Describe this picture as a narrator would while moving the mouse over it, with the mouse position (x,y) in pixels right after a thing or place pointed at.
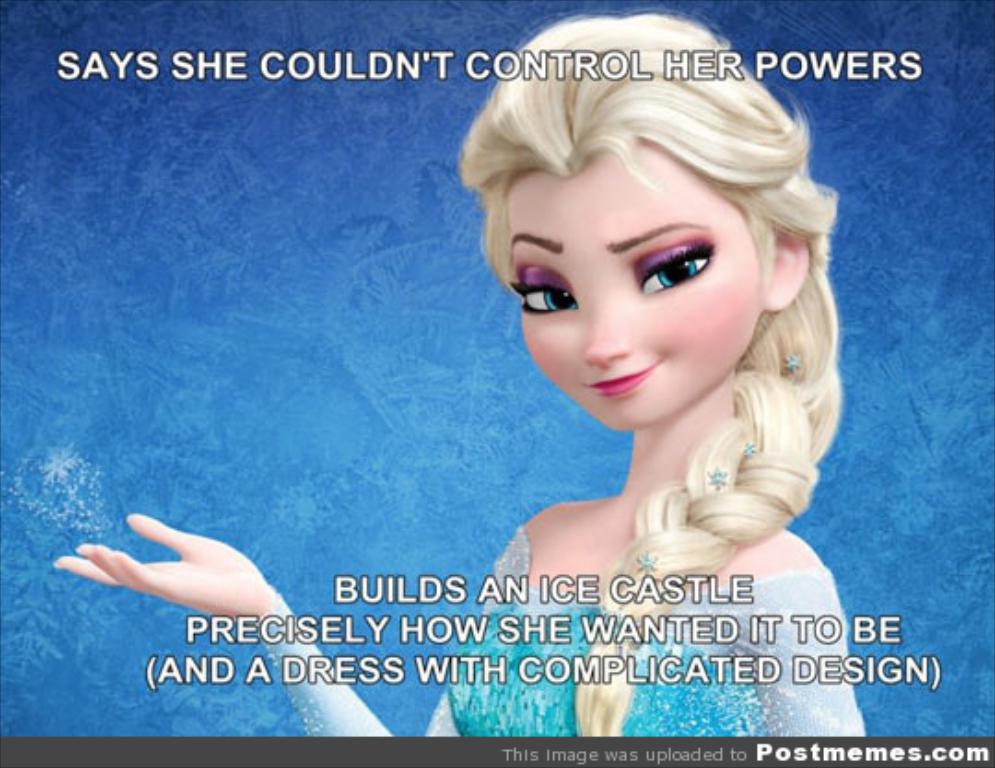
As we can see in the image there is a banner (129,487). On banner (321,447) there is a woman (638,260) wearing sky blue color dress (680,687) and there is some matter (437,602) over here.
